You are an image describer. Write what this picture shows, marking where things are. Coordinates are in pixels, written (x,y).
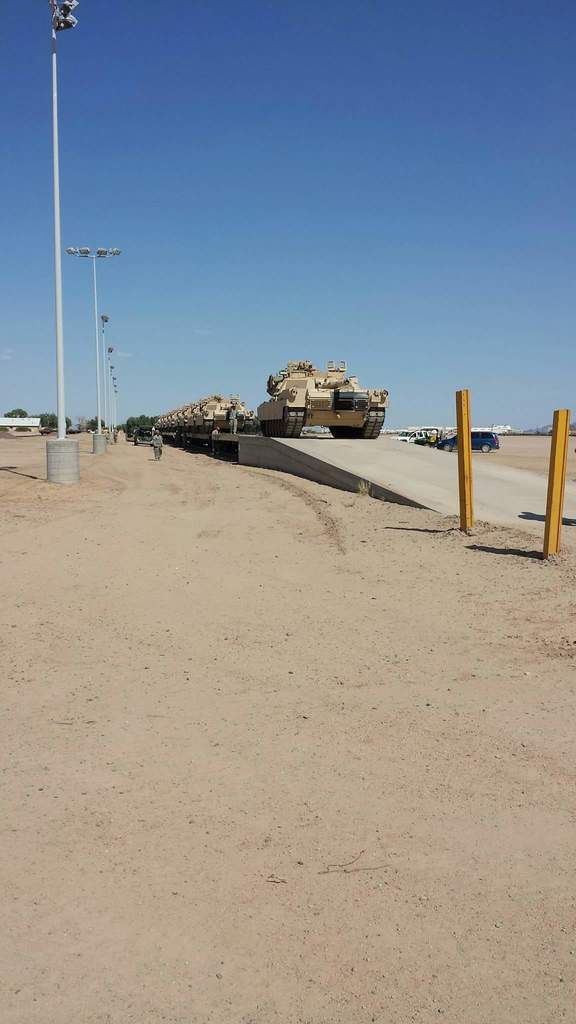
In this image I can see the vehicles (332,413) on the bridge (329,450). To the side of the bridge (251,442) I can see the people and few more vehicles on the ground (136,468). To the left (116,393) I can see the poles (109,396). In the background (68,419) I can see many trees (56,420) and the sky (235,197).
